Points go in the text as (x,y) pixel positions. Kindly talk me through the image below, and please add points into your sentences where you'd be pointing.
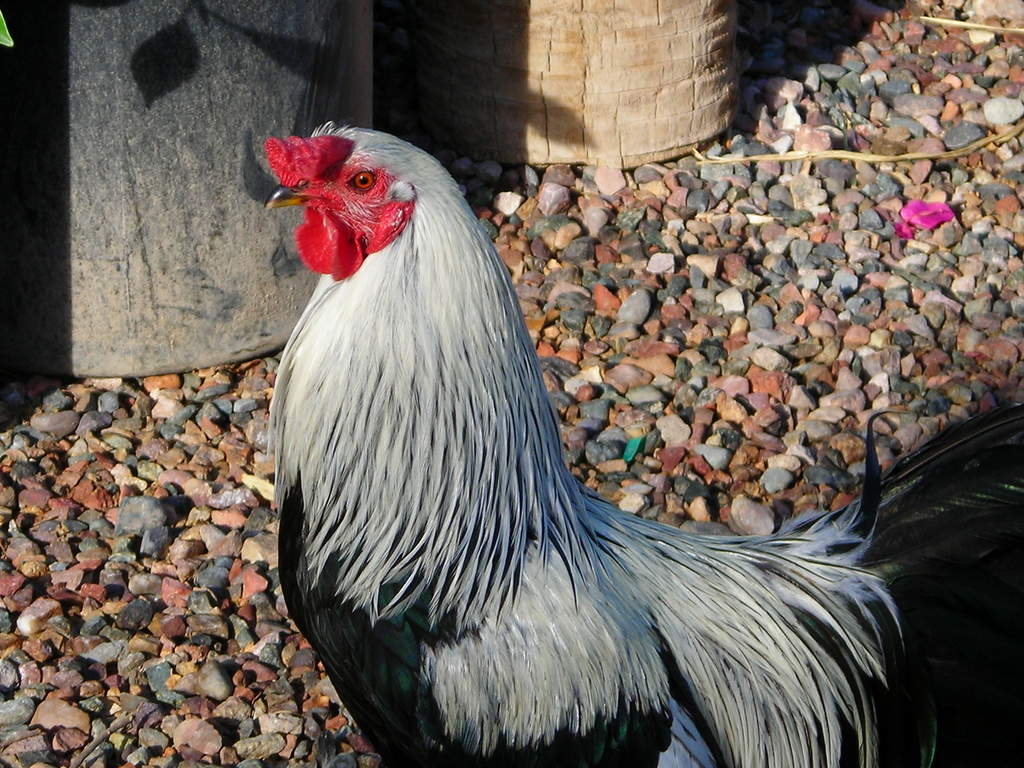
In this image we can see a hen (517,599) on the ground (577,419), there are stones (638,395) and some other objects (521,82).
